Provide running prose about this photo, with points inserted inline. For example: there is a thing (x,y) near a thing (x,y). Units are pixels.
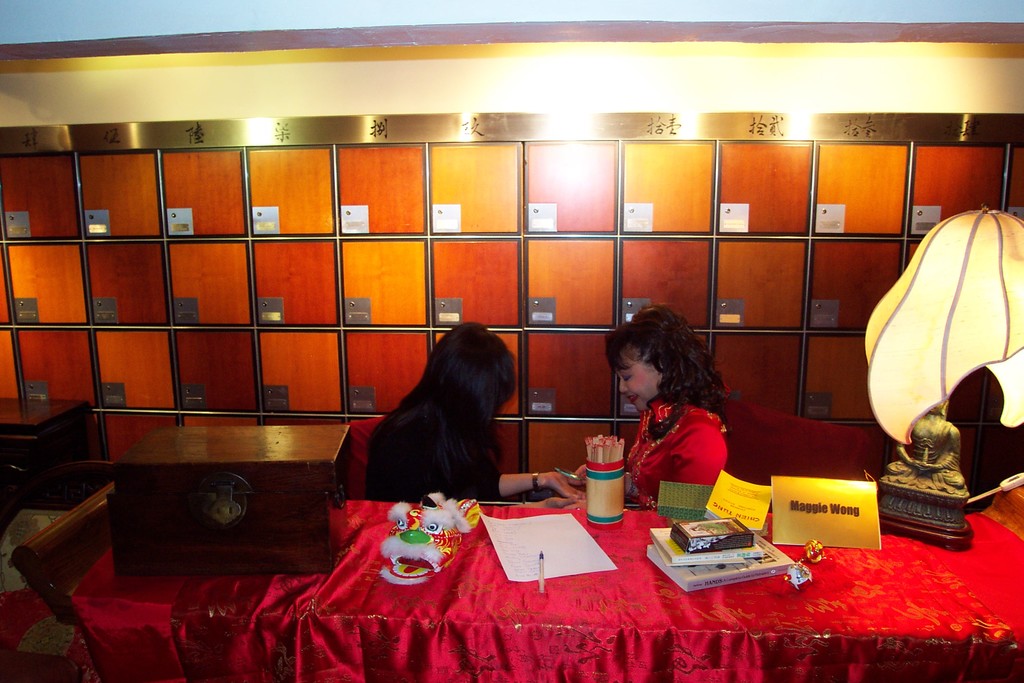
In this image I can see there are two persons (457,466), among them one is a woman (690,463) and other is a girl (449,480). On the table (568,582) we have pen (541,593), a paper (566,557), few books (680,545) and other stuff (688,538) on it.
